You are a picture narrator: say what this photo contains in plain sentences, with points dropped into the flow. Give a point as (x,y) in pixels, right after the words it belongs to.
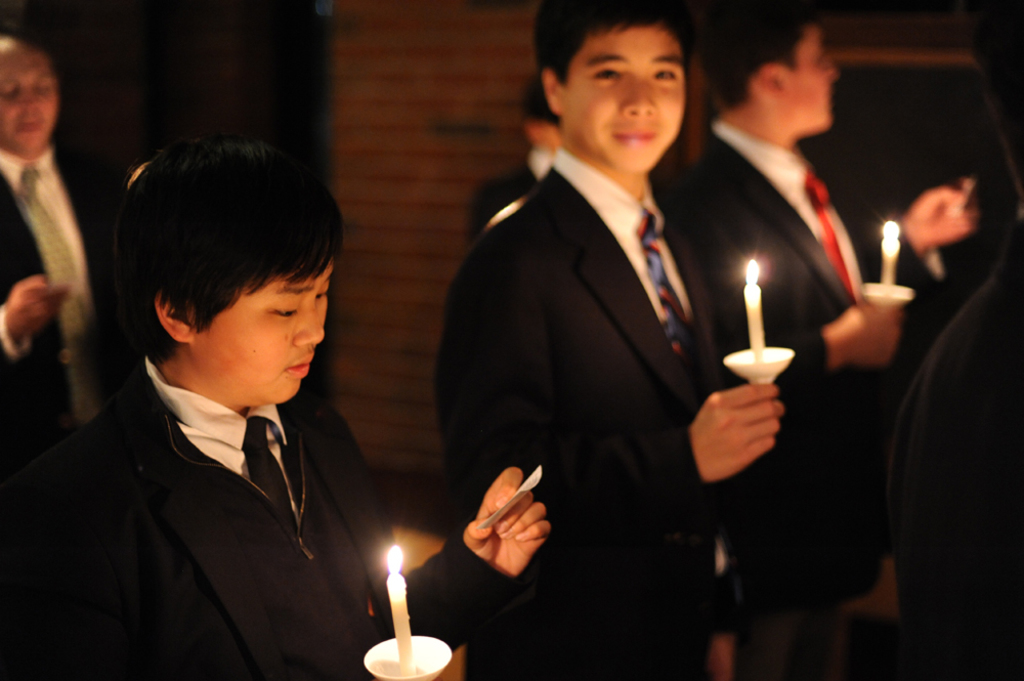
This picture describes about group of people (741,221), few people (669,278) holding candles (891,257) and papers (485,522).
